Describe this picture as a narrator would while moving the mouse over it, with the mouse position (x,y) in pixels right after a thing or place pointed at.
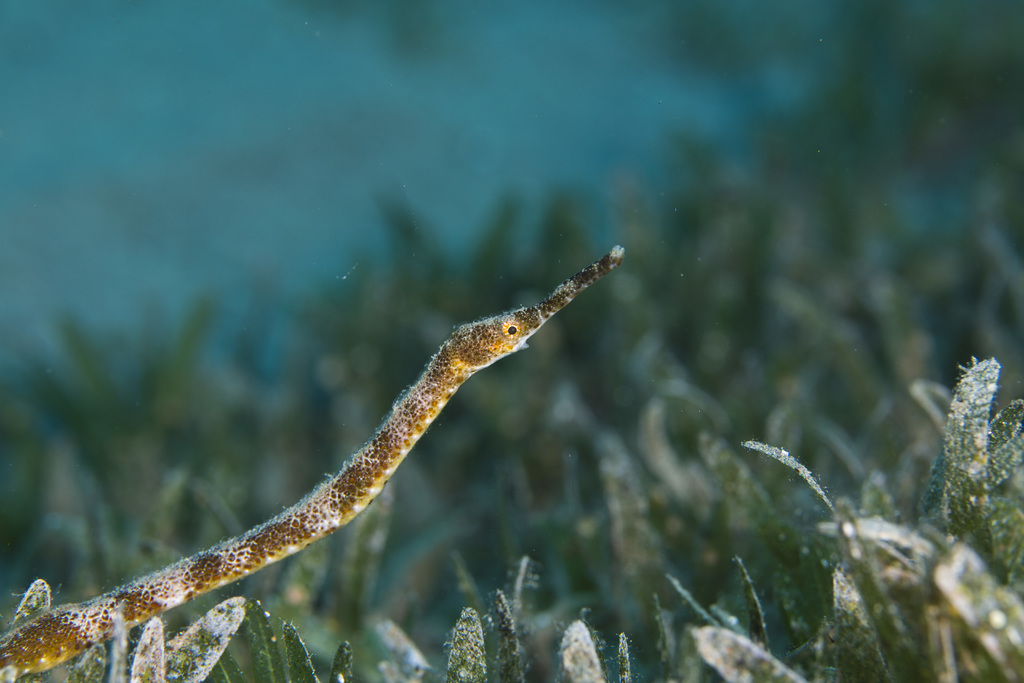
In this image we can see the aquatic animal (337,517) on the plant (663,610) and there is the blur background (303,450).
